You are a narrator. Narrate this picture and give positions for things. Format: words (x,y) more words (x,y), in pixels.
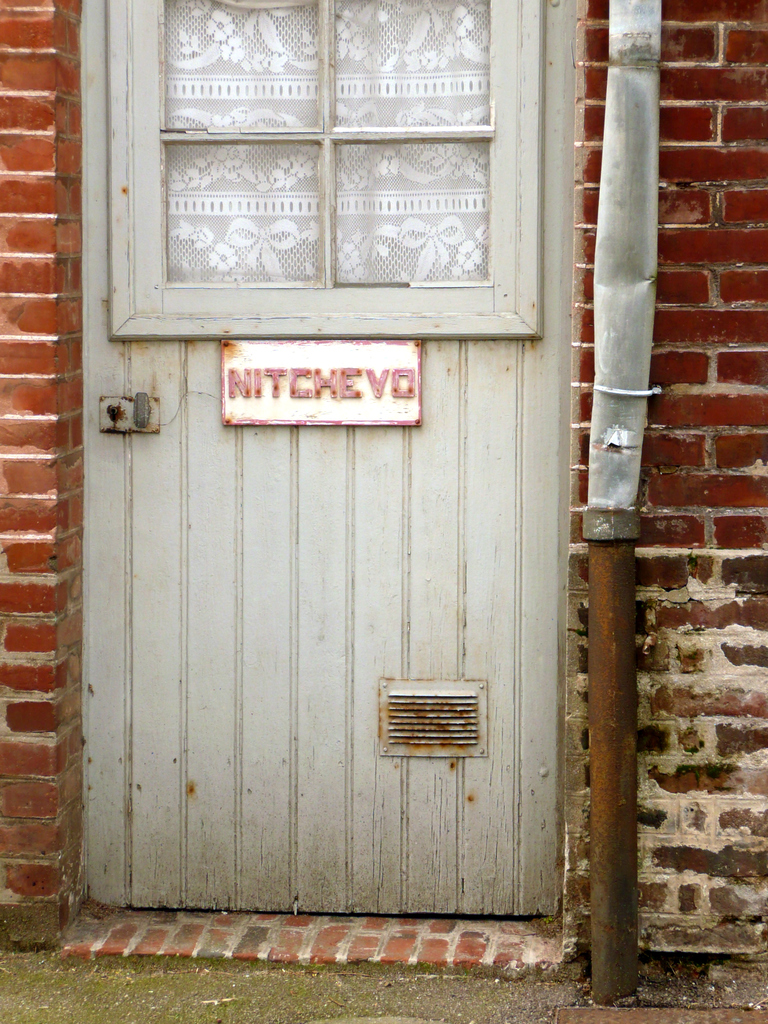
In this image, I can see a door (207,336) with a door lock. This looks like a name board (238,390), which is attached to the door (432,381). I think this is a pipeline (628,900), which is attached to the wall (719,399). This wall (719,669) is built with the bricks (39,509). I think this is a cloth (263,52), which is behind the door (447,383).
